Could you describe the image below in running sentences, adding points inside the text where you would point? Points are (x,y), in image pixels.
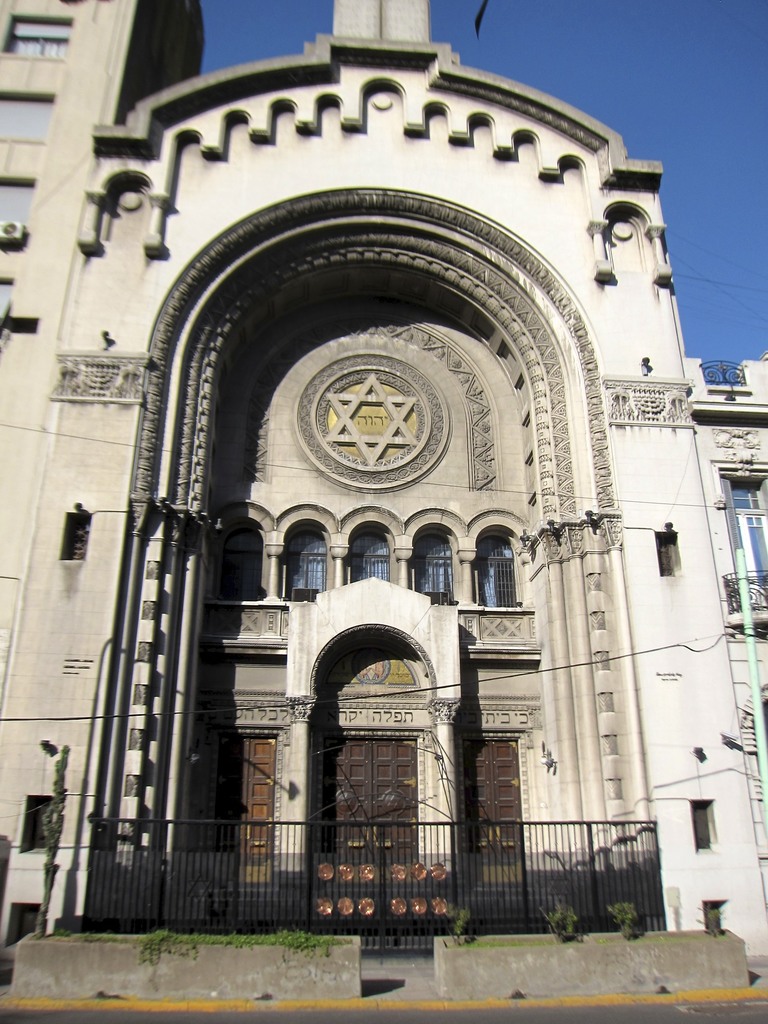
In the foreground of this image (703,561), there is a railing (507,904) and a building (489,221). At the top (631,47), there is the sky (616,45).
